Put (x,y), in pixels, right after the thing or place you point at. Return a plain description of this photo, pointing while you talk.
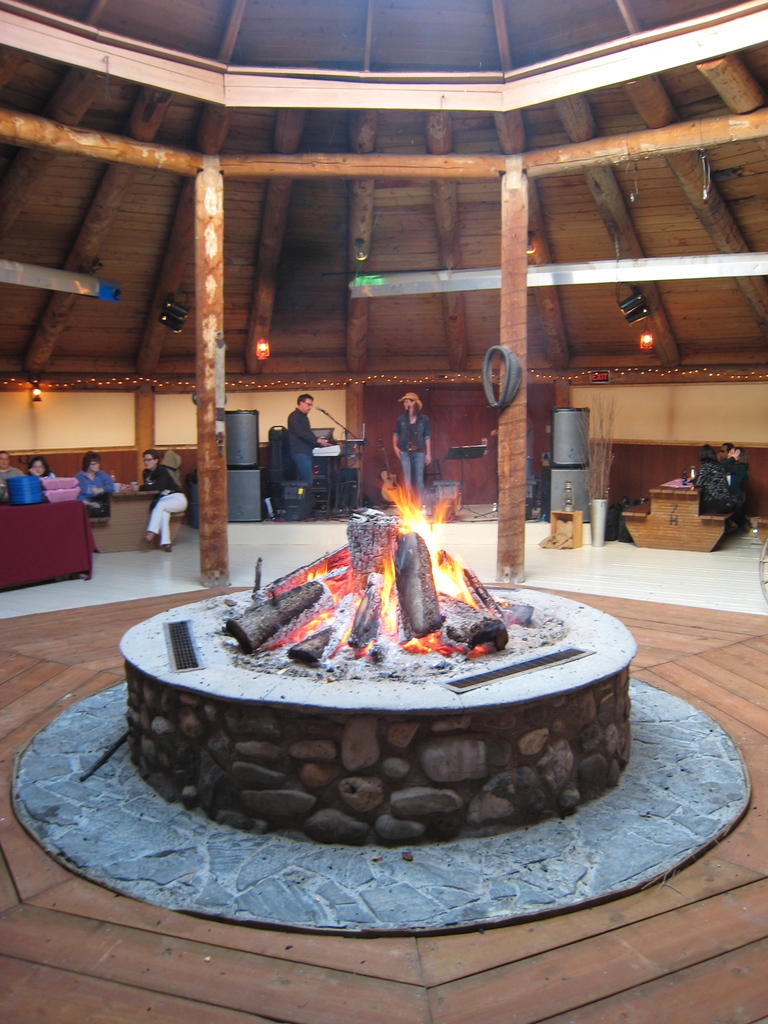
Here we can see few persons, lights (266,345), and tables (119,539). This is fire (413,523) and there are poles (513,329).
